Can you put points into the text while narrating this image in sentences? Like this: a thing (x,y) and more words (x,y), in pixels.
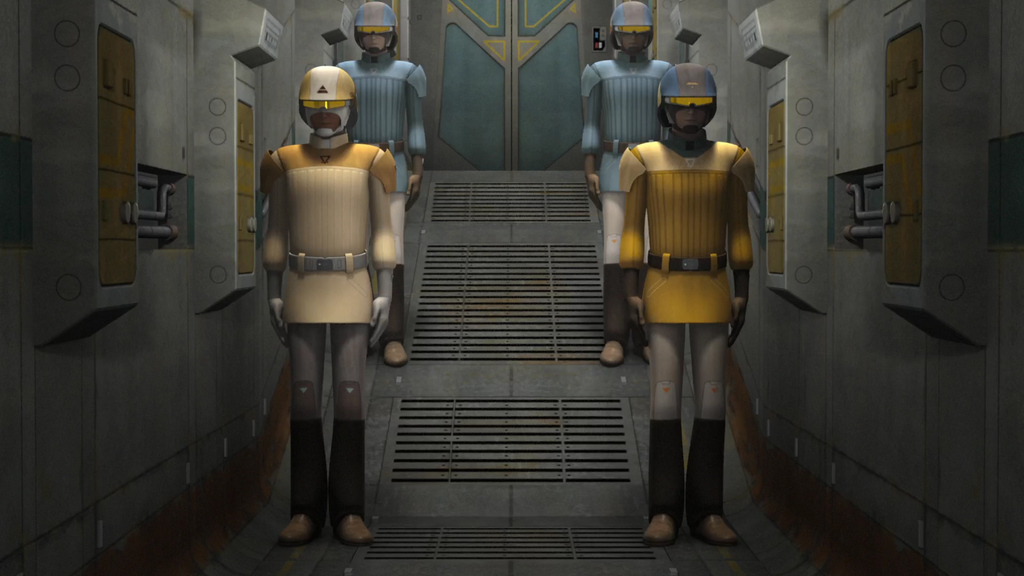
This is an animated image. In this image we can see depictions of persons (653,157). In the background of the image (444,123) there is a door (535,43).
